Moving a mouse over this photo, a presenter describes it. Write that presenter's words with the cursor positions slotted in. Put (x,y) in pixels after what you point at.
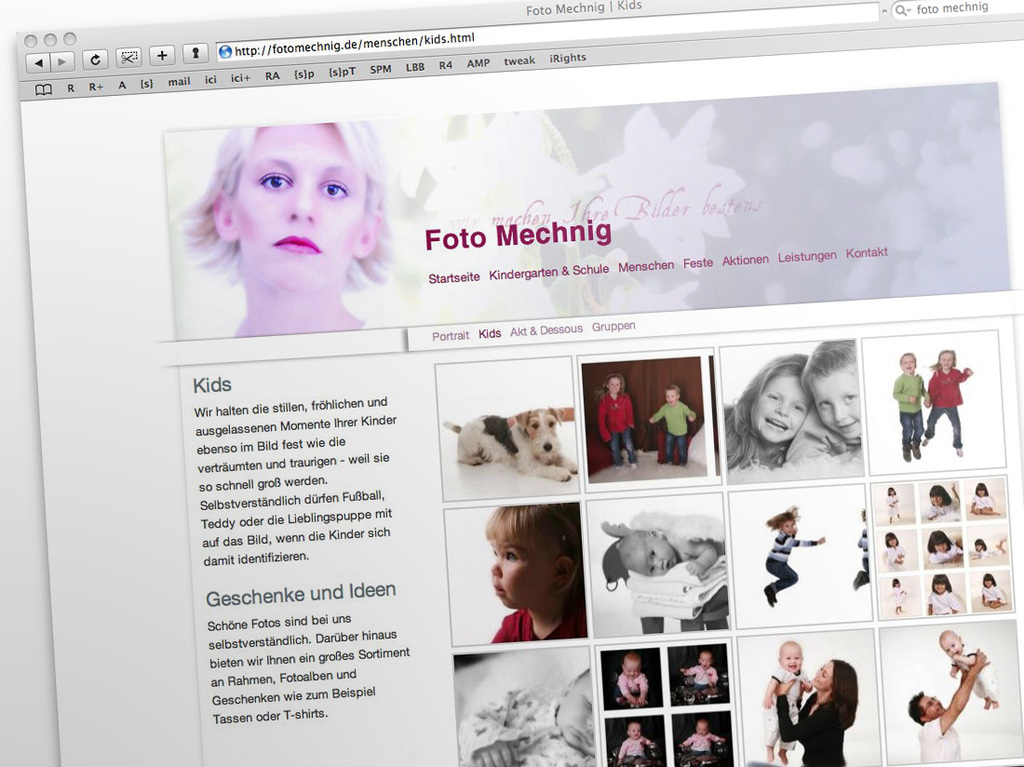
In this image we can see a screenshot of a web page (552,173) with some text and pictures (574,531).
